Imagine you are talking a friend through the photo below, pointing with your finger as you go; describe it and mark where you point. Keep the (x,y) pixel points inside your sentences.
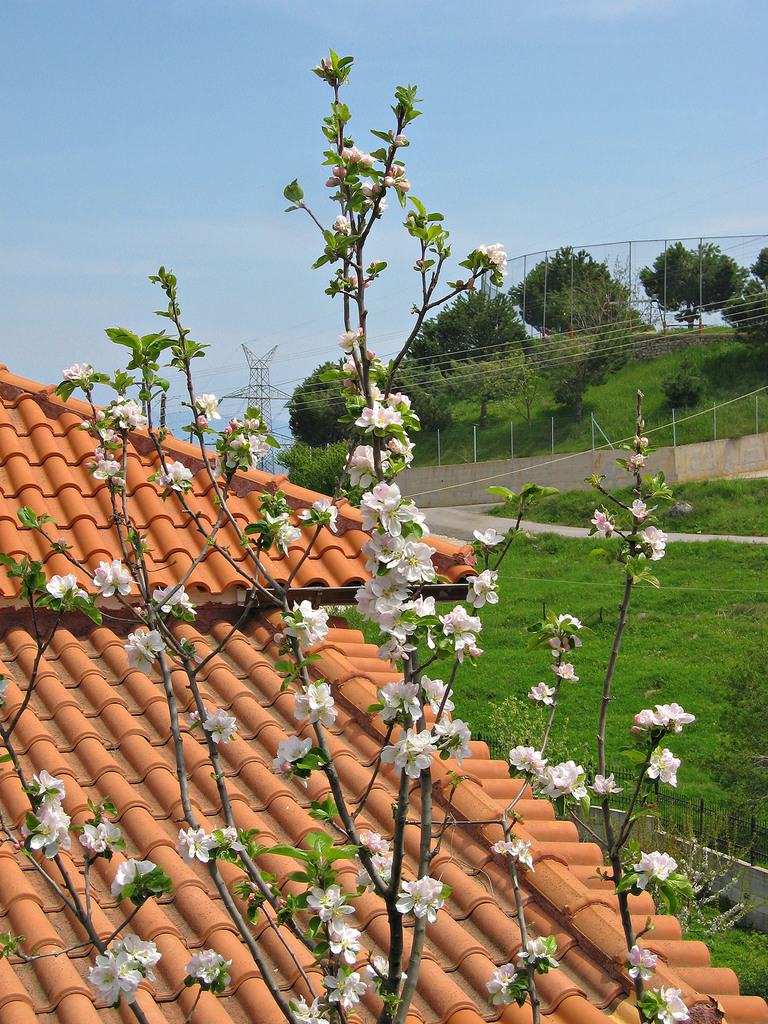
In this image we can see flowers (256,433) to the trees (308,775), electric towers (255,403), electric cables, house (338,509), fence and ground (567,558). In the background (404,310) there is sky (504,126).
